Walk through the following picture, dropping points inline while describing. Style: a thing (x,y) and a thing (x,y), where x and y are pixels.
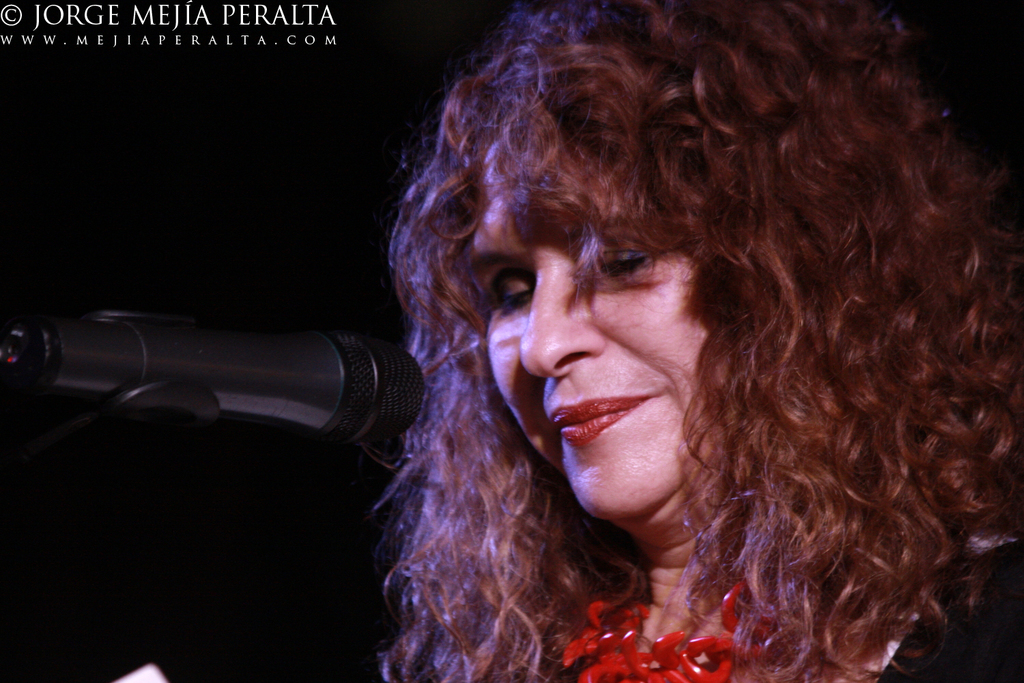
In this picture we can see a woman (647,466) on the right side (723,485), on the left side (339,376) there is a microphone (405,424), we can see a dark background (287,163), there is some text (230,16) at the left top of the picture (228,17).
